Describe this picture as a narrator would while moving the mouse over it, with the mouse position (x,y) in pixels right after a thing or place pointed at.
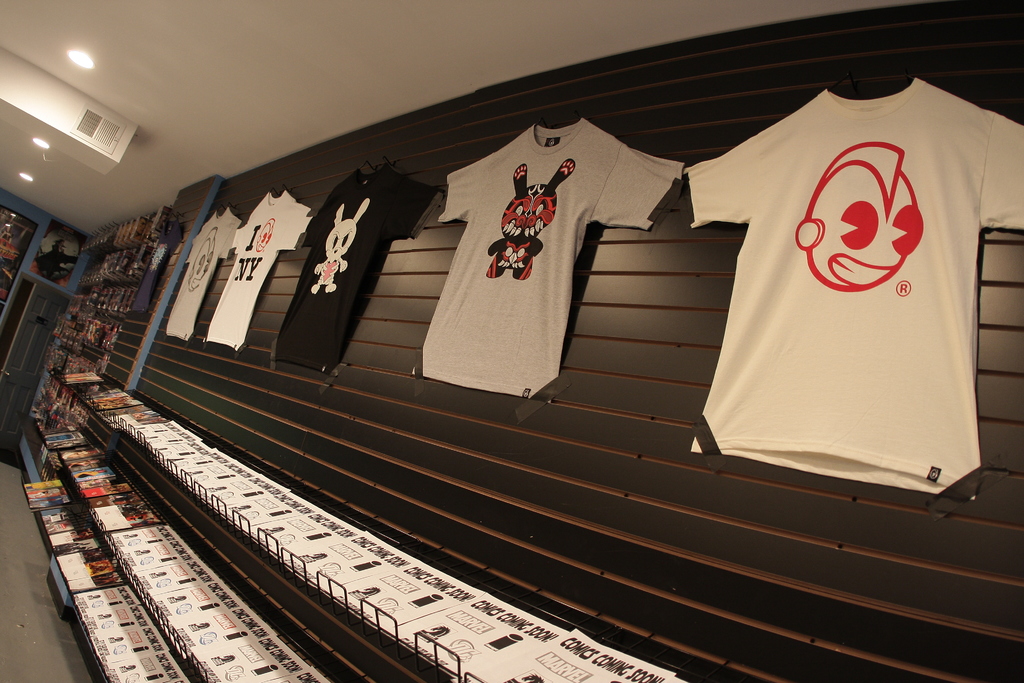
In this image we can see papers (224,638) and objects (185,649) on the racks (185,649) and t-shirts (400,218) on the wall (329,451). In the background (84,395) we can see objects (52,416) on the racks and lights (25,175) on the ceiling (74,144).
